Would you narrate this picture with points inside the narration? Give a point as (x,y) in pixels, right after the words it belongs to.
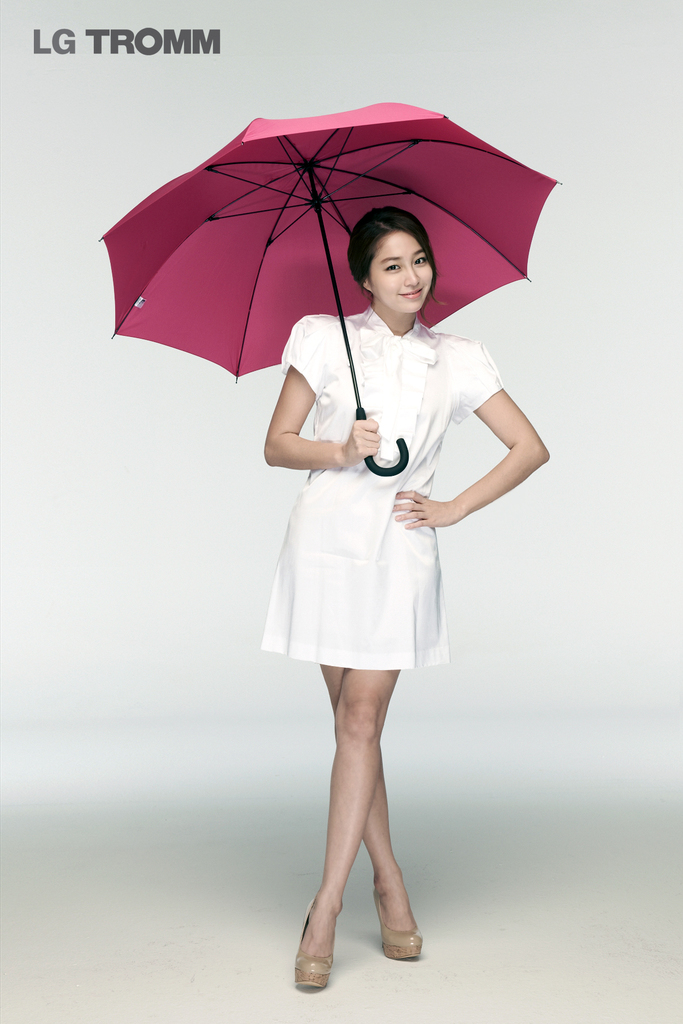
In this image I see a woman (372,408) who is wearing white dress (387,415) and I see she is holding an umbrella (210,216) which is of pink in color and I see the watermark (200,39) over here and I see that she is standing on the white surface (151,845) and I see that she is smiling and it is white in the background (32,99).
